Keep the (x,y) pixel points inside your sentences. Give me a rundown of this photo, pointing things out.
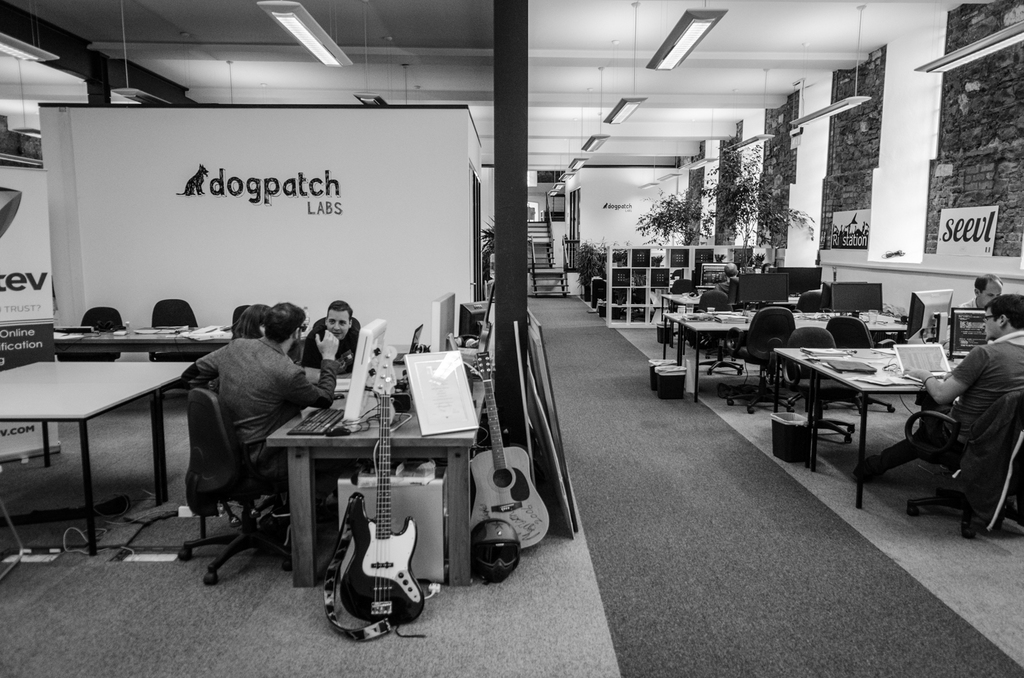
As we can see in the image, there are few people (279,405) sitting here and there. On the tables (895,385) there are laptops (906,368), wires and on the floor (711,415) there are some dustbins (667,372). In the front (384,493) there is a guitar (380,541) and there are so many tables (150,341) and chairs (817,338). There is a plant (694,238) over here. In the background (549,274) there are stairs (539,251).
